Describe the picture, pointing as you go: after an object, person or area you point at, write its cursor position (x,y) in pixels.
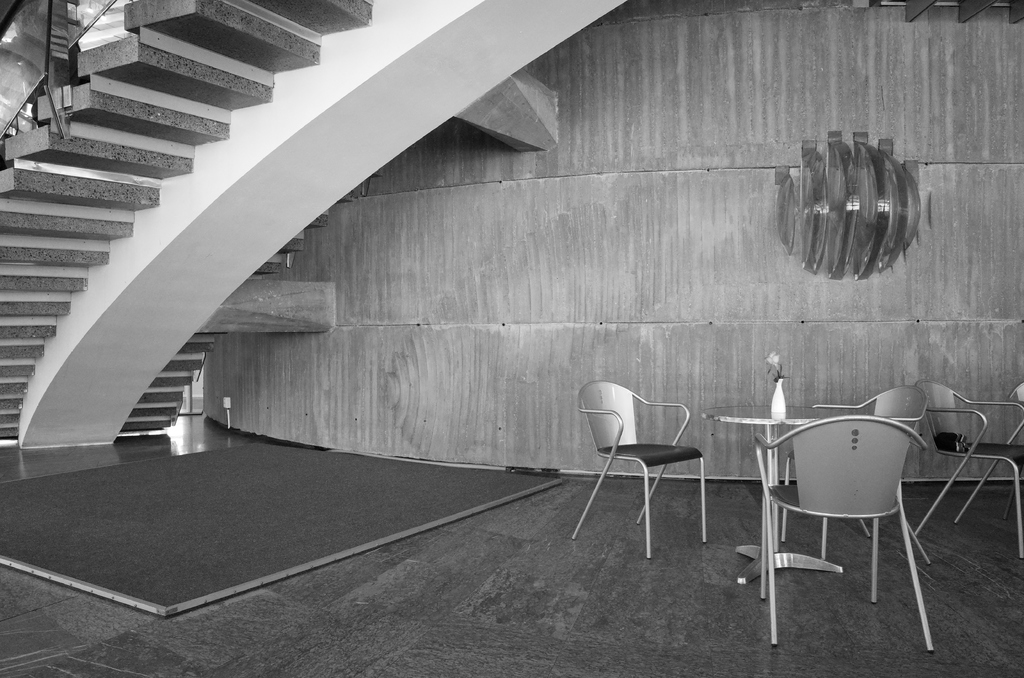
This is a black and white image and here we can see chairs (877,458) and there is a flower vase (777,410) on the table (753,422). In the background (241,154), there are stairs (293,97) and we can see a stand (813,204) on the wall (534,220). At the bottom (252,548), there is a board (283,528) on the floor (270,441).
